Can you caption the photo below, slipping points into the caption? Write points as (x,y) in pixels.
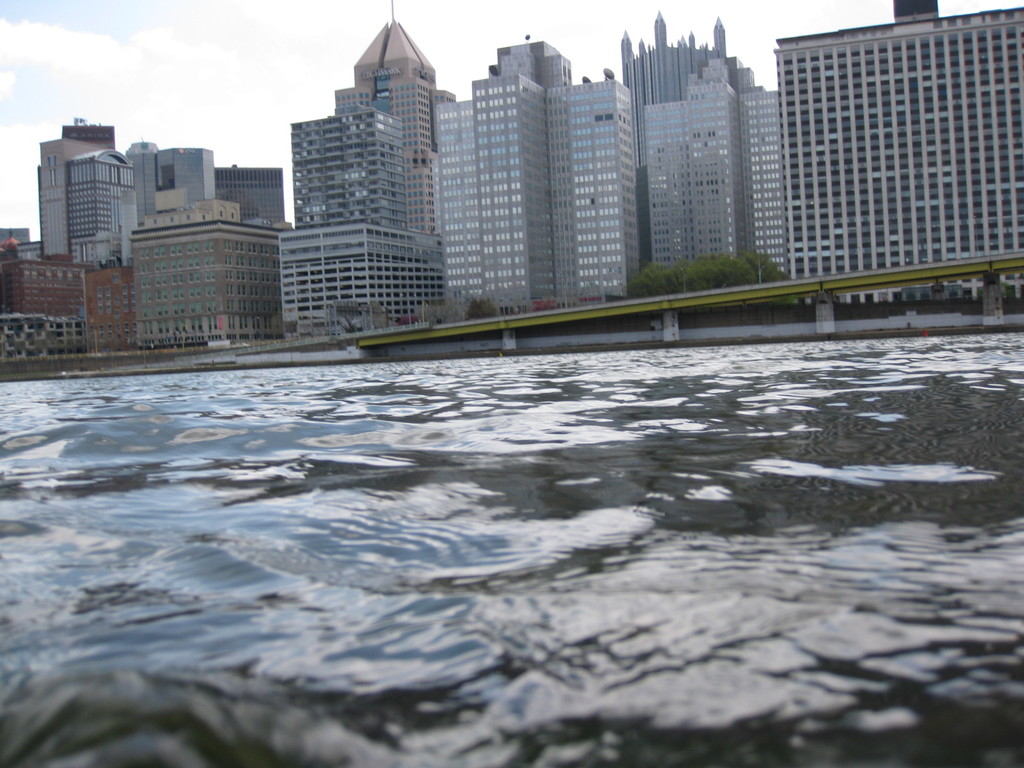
Here we can see water (389,475). Background (747,293) there are buildings (72,239), plants (733,266) and bridge (763,286). Sky (238,102) is cloudy.
